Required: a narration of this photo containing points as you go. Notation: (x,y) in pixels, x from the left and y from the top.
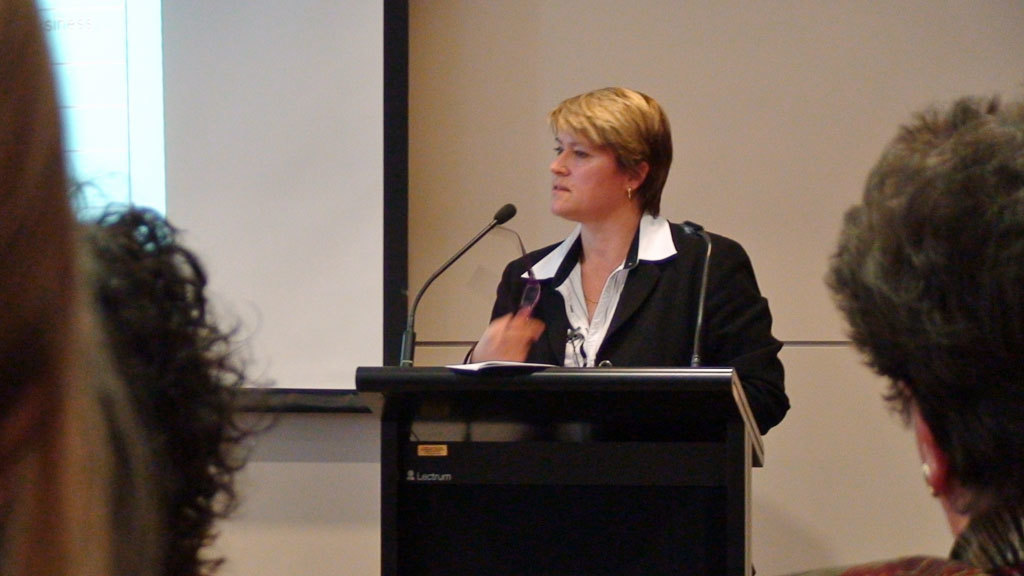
In this image in the middle (614,379) there is a podium (568,465) behind that there is a woman (564,275) she wears shirt (553,265) her hair (651,161) is short. On the right (941,357) there is a person (930,446). In the background (699,86) there is a wall (704,90) and screen (164,116).
